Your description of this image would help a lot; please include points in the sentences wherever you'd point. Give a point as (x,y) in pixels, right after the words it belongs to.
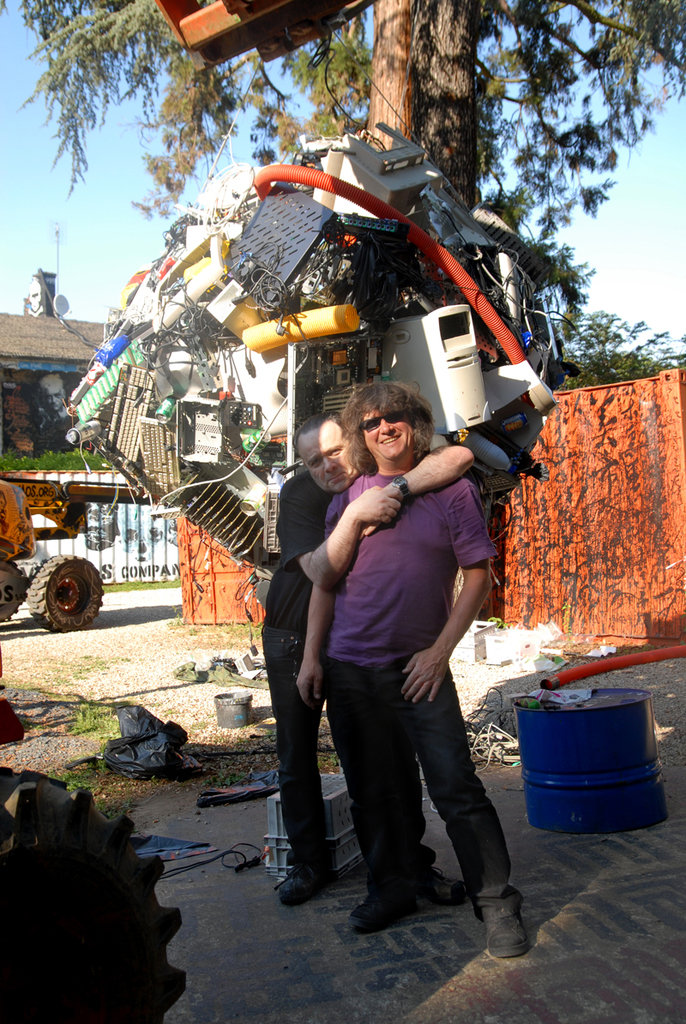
In this image we can see men (385,620) standing on the floor (62,659), a sculpture (298,386) made with scrap (278,381), trees (634,370), motor vehicles (31,578), sheds (42,410) and sky (116,204).
